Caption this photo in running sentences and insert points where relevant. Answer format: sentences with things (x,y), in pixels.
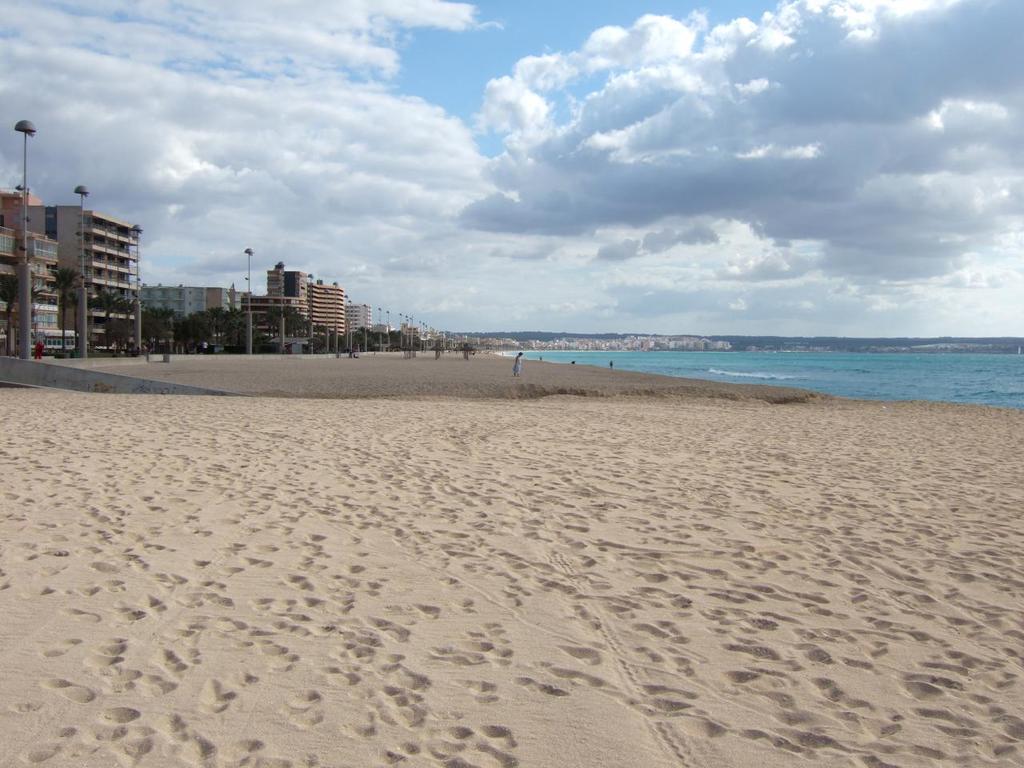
The image is taken at the beach (532,369). In the center of the image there is a person (515,367). On the left (318,280) there are buildings (355,316), poles (380,328) and trees (244,330). On the right (839,382) there is a sea (771,377). At the bottom (196,672) we can see sand (479,552). In the background (491,321) there is a hill (818,340) and sky (599,197).
